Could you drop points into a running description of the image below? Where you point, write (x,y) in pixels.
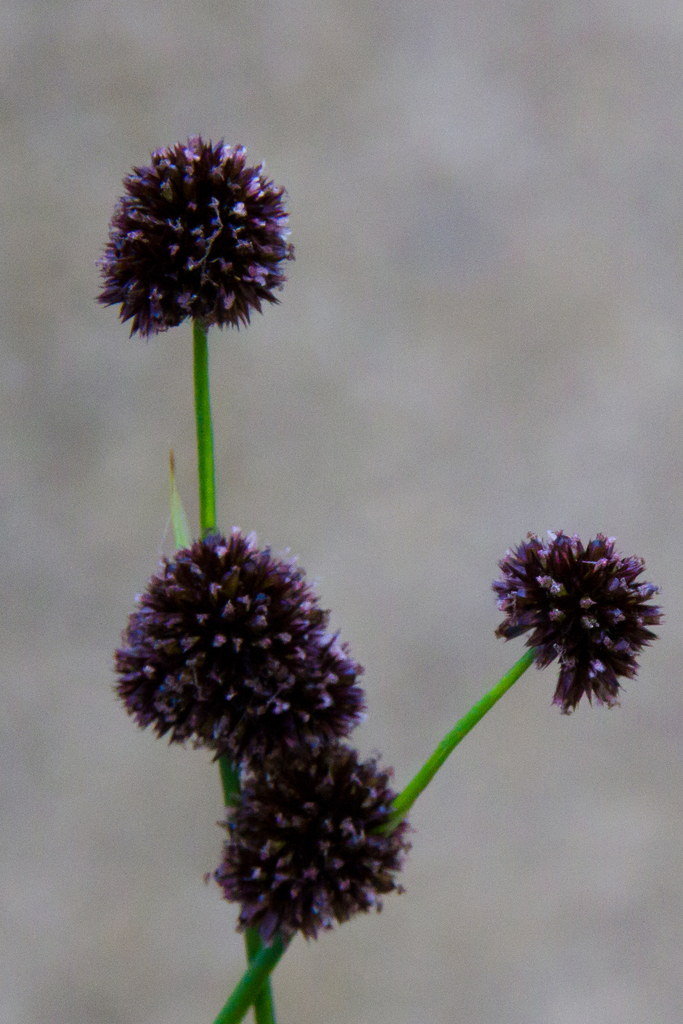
In this image we can see some flowers (336,801) which are in violet color.
